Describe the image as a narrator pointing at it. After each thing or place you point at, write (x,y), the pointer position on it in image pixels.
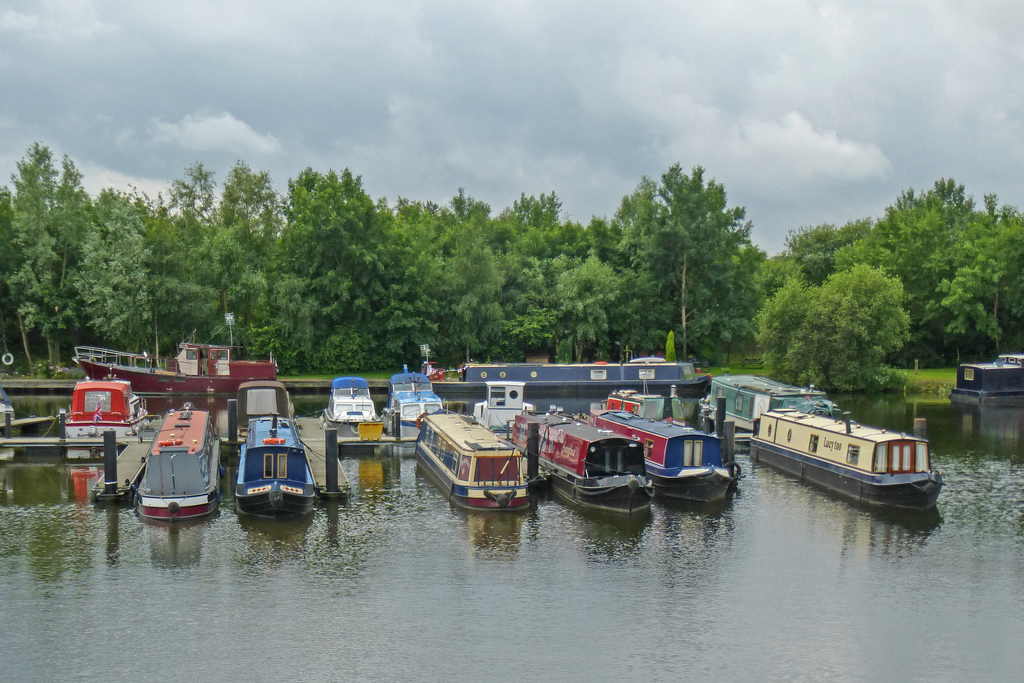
In this picture we can see few boats (424,456) on the water (556,577), in the background (72,232) we can find few trees (305,274) and clouds (173,137).
